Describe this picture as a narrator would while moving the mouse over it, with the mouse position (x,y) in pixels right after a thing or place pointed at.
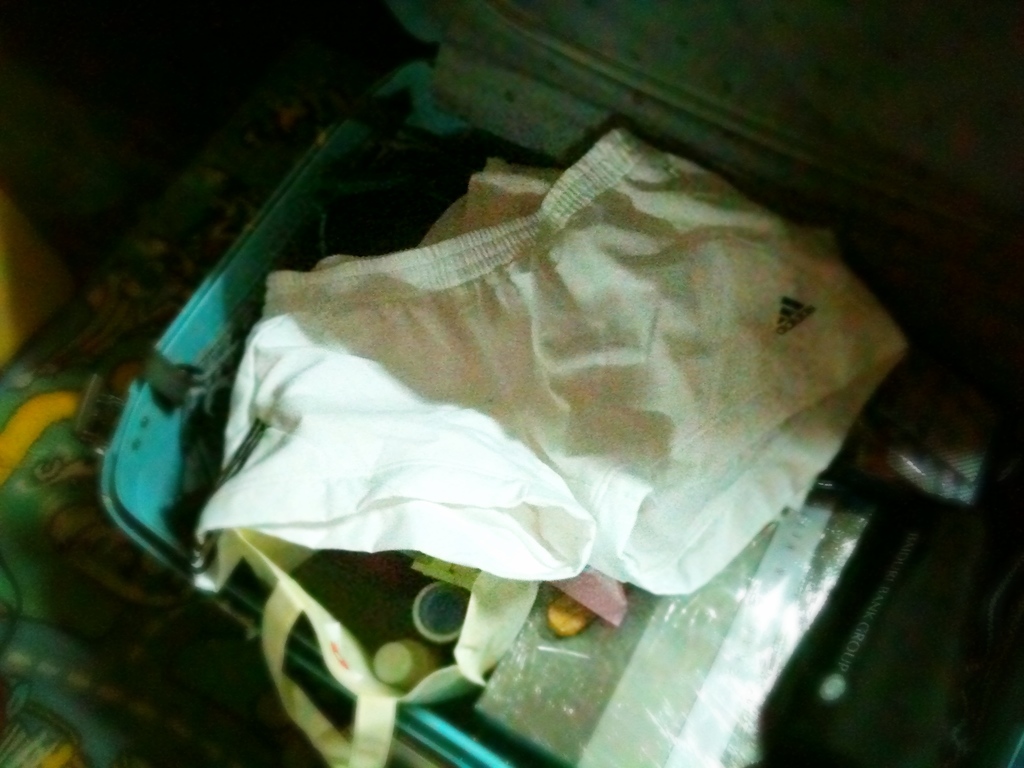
In this image I can see the white color cloth (538,348) and few objects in the suitcase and I can see the dark background (224,75).
